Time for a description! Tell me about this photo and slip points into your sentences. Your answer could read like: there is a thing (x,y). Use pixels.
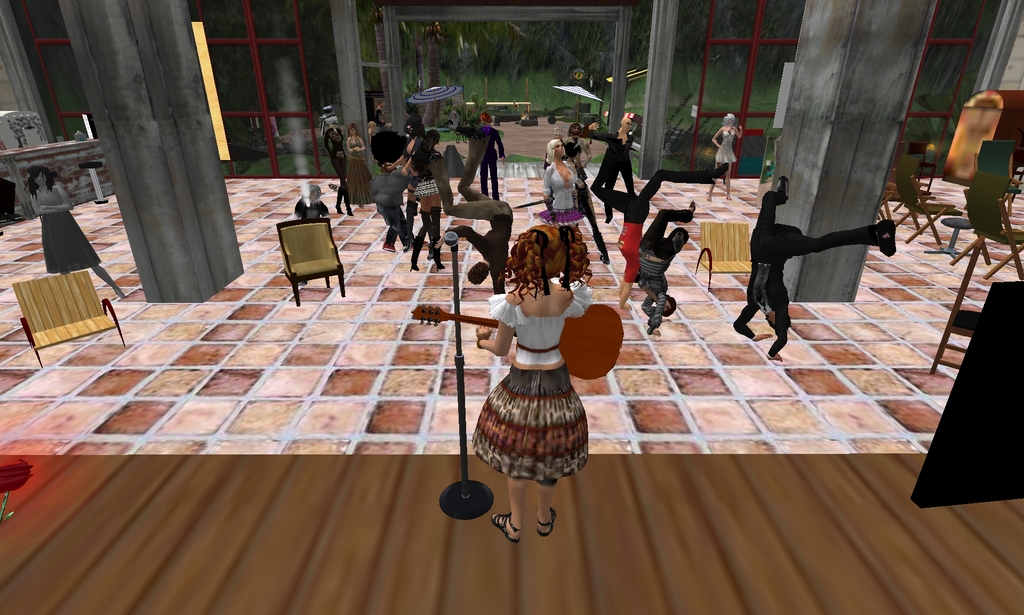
It is an animation, in the middle (510,406) a woman (573,450) is standing and playing the guitar (589,326), there are few people (644,196) performing the different actions in this image.
